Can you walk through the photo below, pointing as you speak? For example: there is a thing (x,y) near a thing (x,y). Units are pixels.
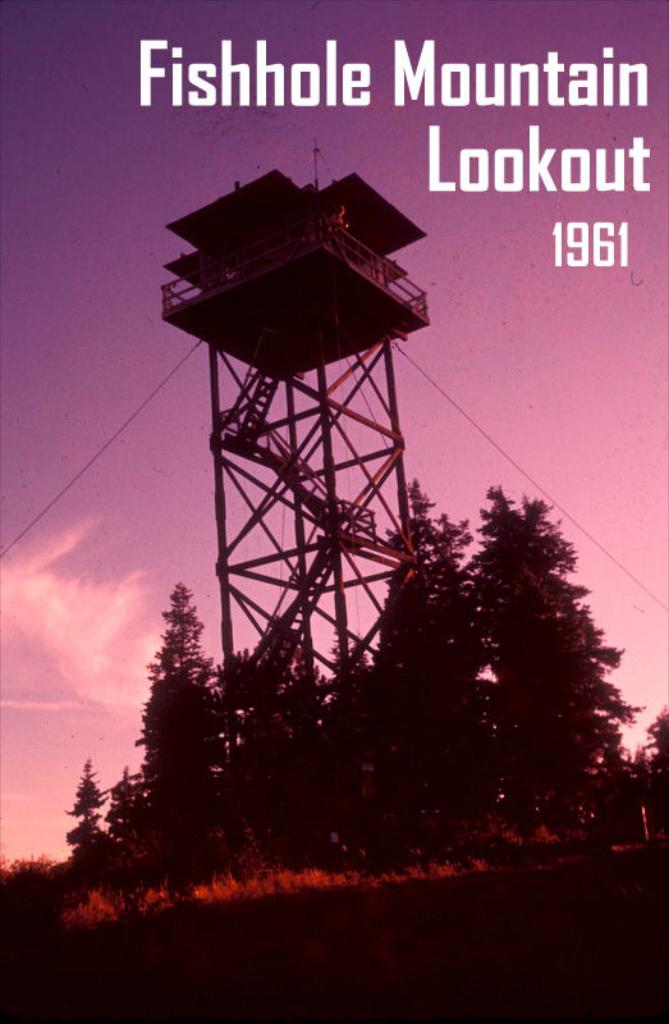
In this picture we can see a poster (413,594), on which we can see some text (448,90), trees (413,594) and tower (226,426).
